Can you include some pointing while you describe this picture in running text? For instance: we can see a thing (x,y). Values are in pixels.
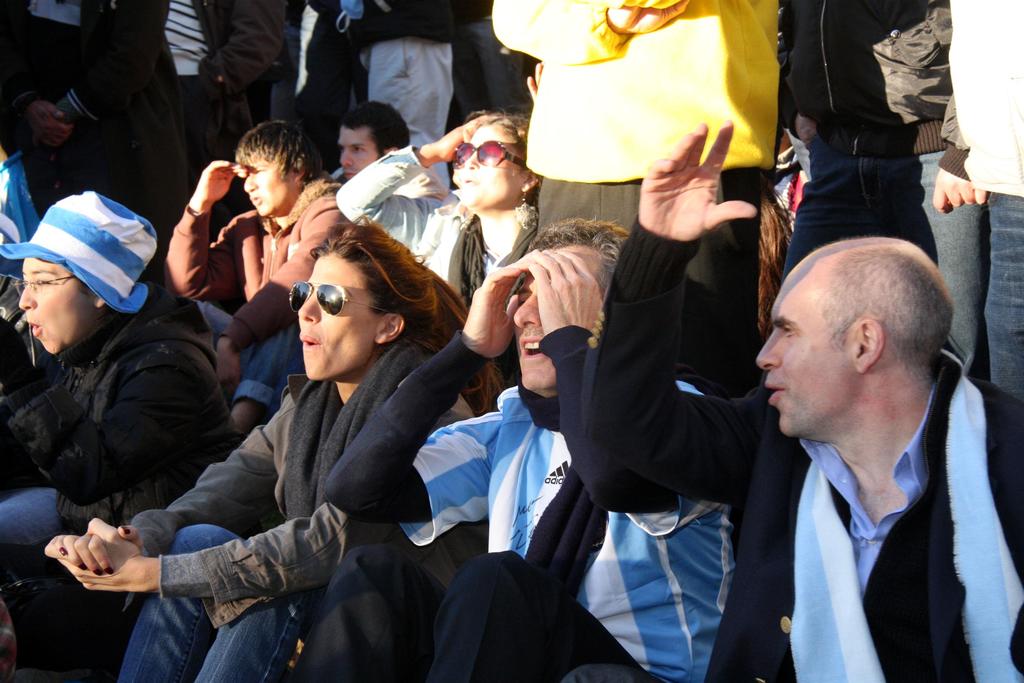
In this image I can see few persons (366,498) sitting and few persons (615,50) standing. I can see a woman (322,311) wearing goggles (327,299) and jeans (250,614) and a person (473,485) wearing blue and white colored t shirt (513,469) and another woman (462,211) wearing goggles (463,156). I can see a person (649,98) wearing yellow jacket (641,72) and another person (825,57) black color jacket (825,57) are standing. In the background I can see few other persons (229,45) standing.
